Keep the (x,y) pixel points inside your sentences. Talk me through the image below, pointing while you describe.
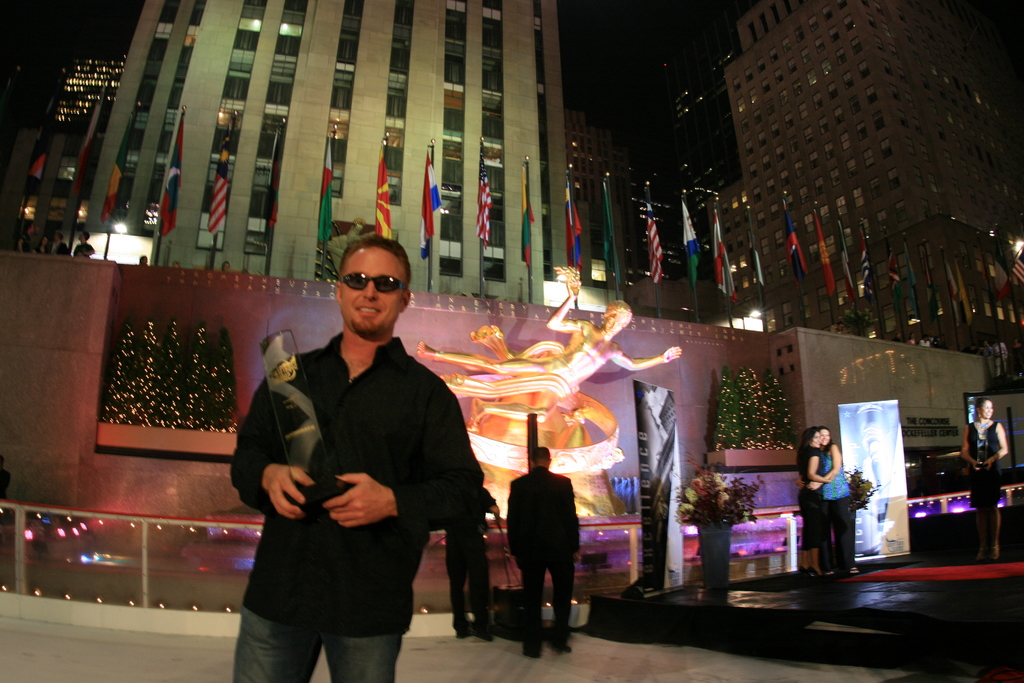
In this image there are some people (346,532) who are standing, and in the background (271,151) there are some buildings (671,286), poles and flags (36,171) and some lights (155,216). And in the center (479,381) there is a wall (104,456), plants (739,441), statue (535,390), railing (137,553) and at the bottom (395,675) there is a walkway (480,661).
